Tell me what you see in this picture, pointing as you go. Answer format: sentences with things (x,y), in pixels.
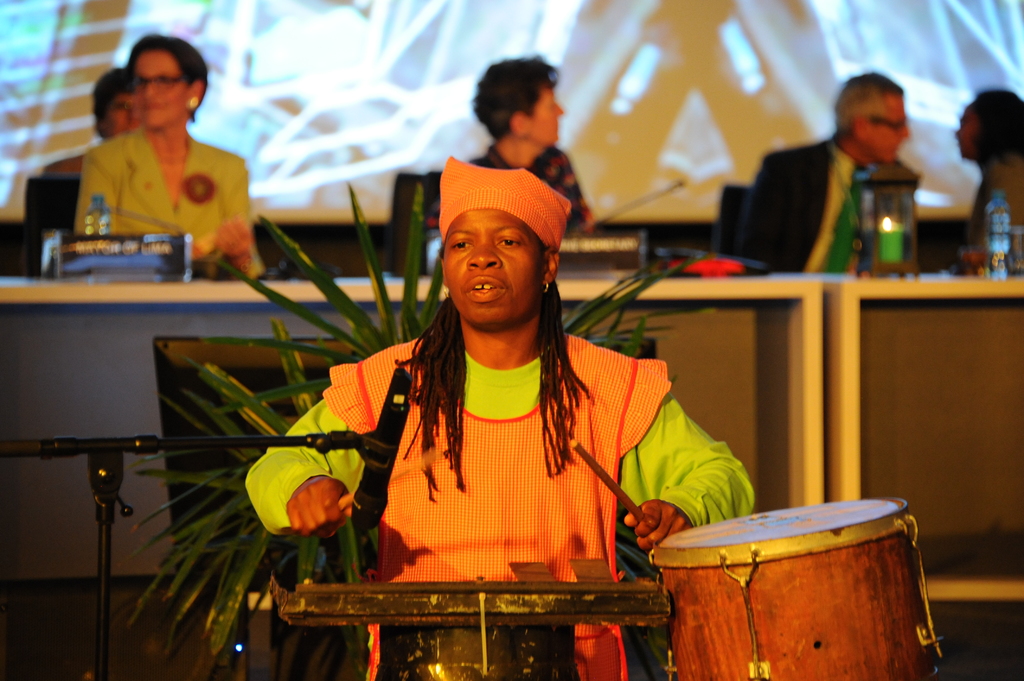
there is a person (496,441) playing drums (780,513) with microphone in front of him there are many people (153,177) sitting behind him.
